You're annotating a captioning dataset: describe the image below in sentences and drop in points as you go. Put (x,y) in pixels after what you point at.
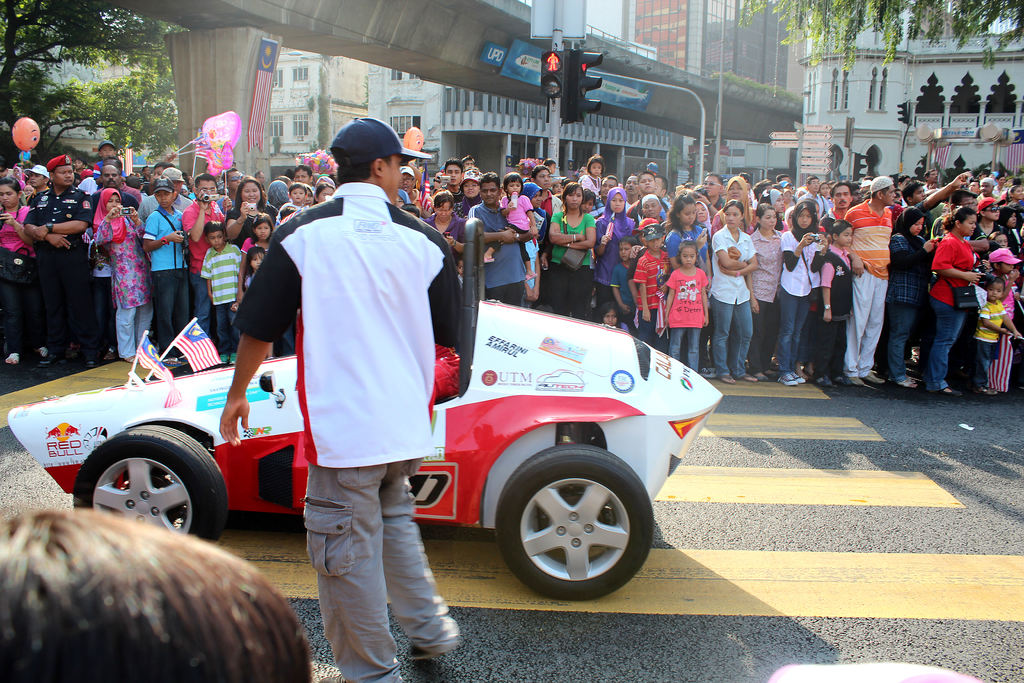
In this image we can see a few people (622,240), among them some people (680,206) are holding the objects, we can see a vehicle (430,465) on the road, there are two flags (166,367) on the vehicle (657,361), also we can see a flyover (343,44), there are some buildings (763,56), trees (815,52), poles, lights (544,75) and boards (504,56) with some text (504,56).
